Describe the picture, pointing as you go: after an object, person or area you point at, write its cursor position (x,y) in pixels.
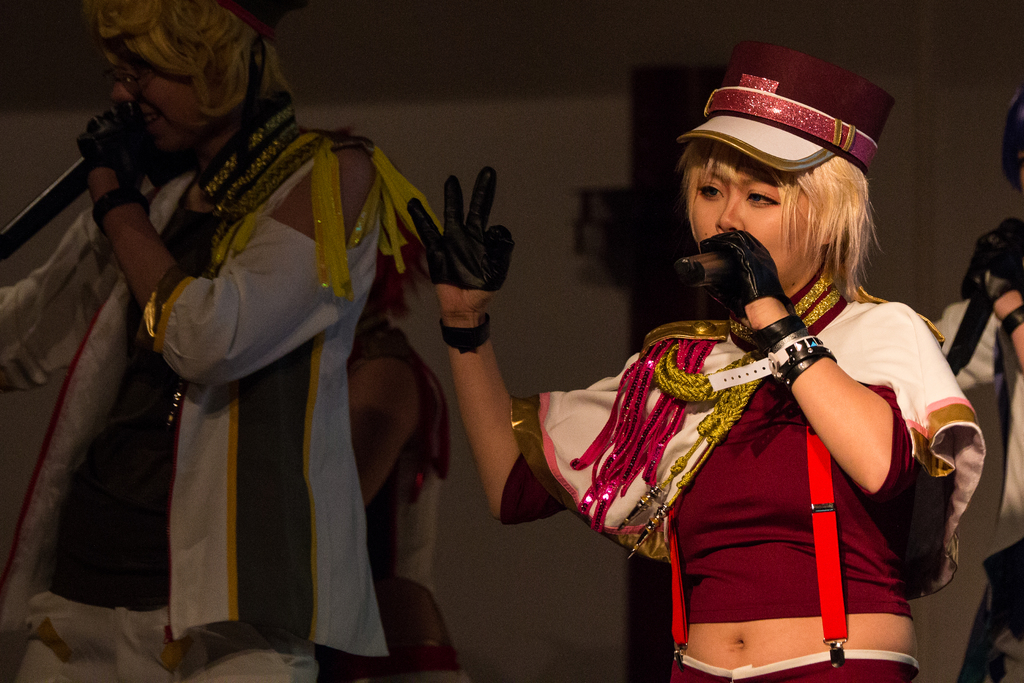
In this image I can see three people (247,410) wearing costume (286,614), standing facing towards the left side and holding the mics (683,276) in their hands (743,303). It seems like they are singing. In the background (517,120) there is a wall (503,78).
